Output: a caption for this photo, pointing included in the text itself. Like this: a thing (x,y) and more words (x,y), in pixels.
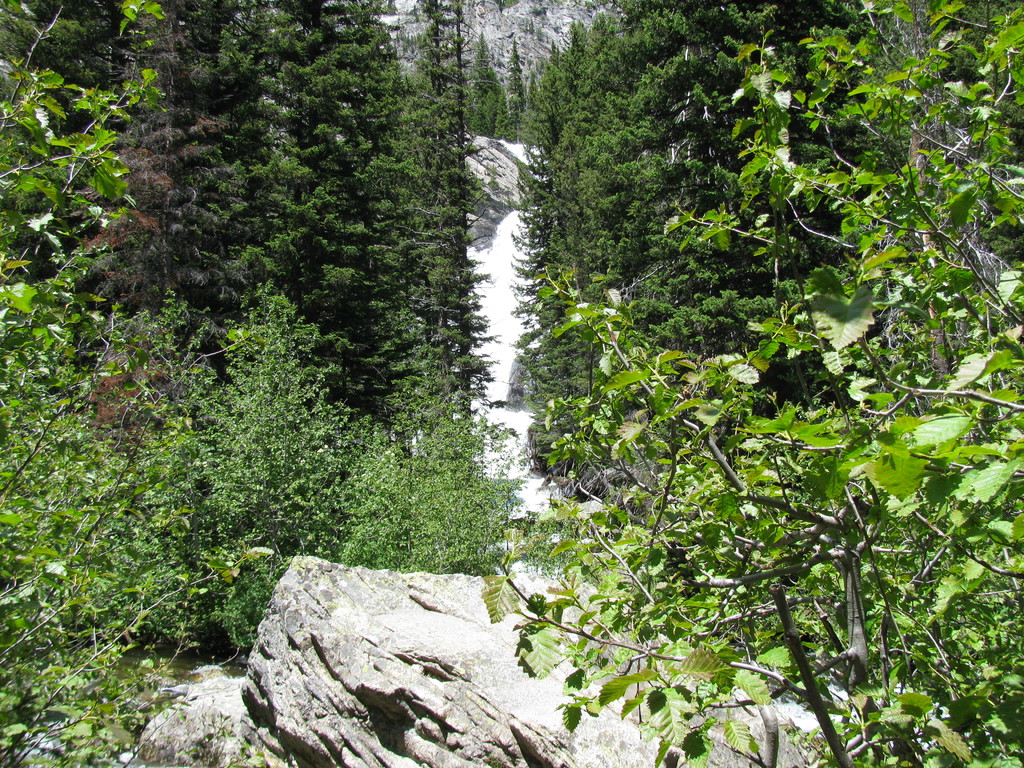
In this picture we can see a few rocks (584,752), trees (211,288), some plants (147,411) and trees (307,159) in the background (367,73).
